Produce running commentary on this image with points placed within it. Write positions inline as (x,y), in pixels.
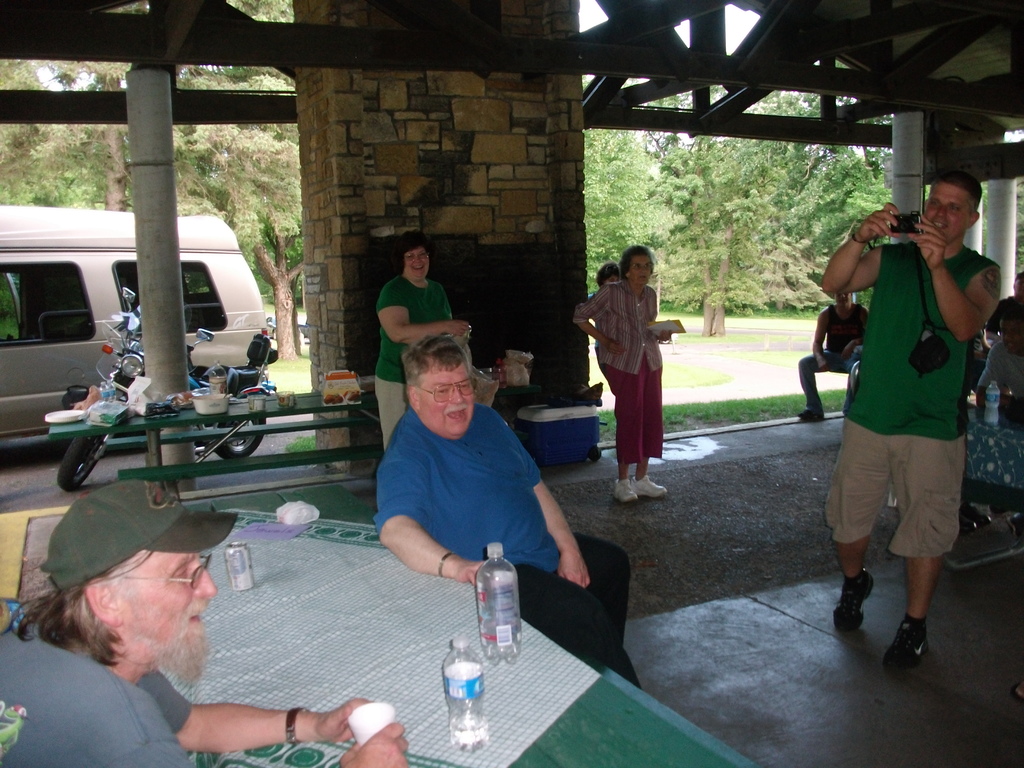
In the given image i can see a people (462,443), table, bottles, vehicles (38,240), wall (443,113) and in the background (622,179) i can see the trees (618,191).
